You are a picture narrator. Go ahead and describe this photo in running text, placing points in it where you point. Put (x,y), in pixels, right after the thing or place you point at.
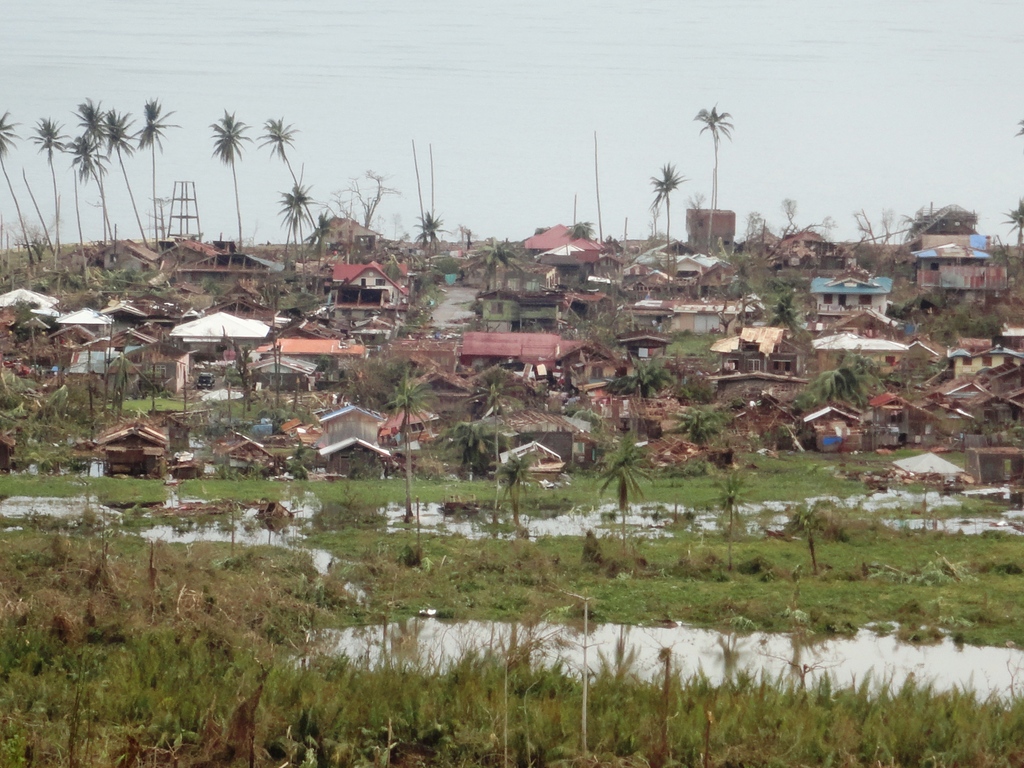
In this image we can see a few houses (256,379), there are some trees (290,172), plants (346,509), water (419,645) and grass (494,703), in the background (282,182) we can see the sky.
